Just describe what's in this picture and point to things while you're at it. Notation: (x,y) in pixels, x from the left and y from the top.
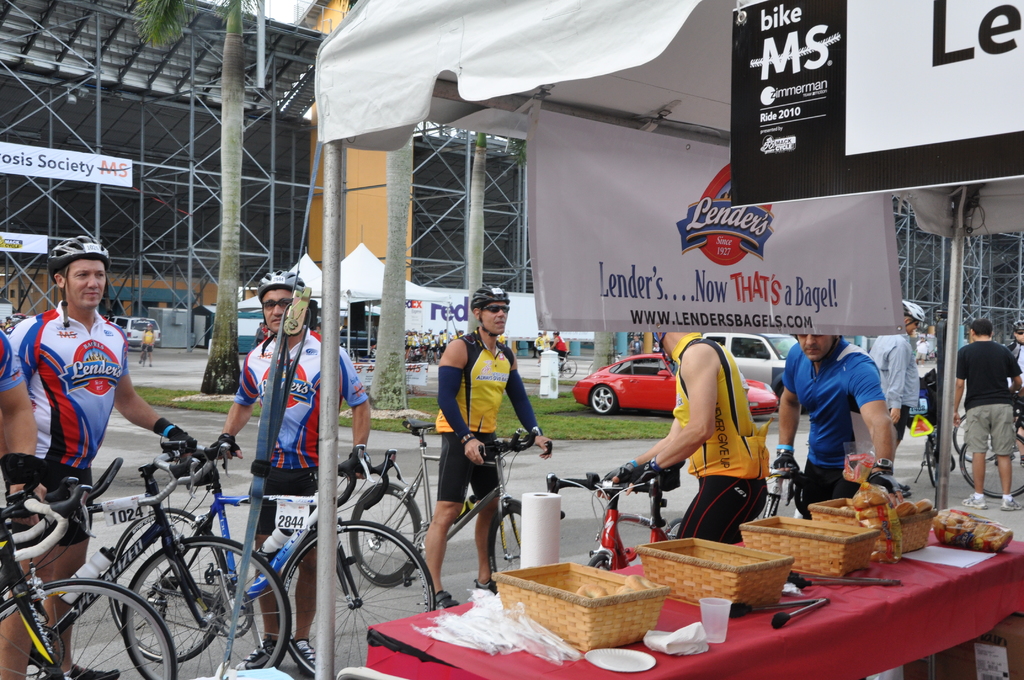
In this image there are few people (307,416) on the road (541,462) in which some of them are standing at the bicycles (189,459), a shop (584,58) where there are few objects (722,595) placed on the table (862,576), trees (226,259), tents (343,289), few banners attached to the shed (250,189), vehicles (669,378) and the grass (504,422).
